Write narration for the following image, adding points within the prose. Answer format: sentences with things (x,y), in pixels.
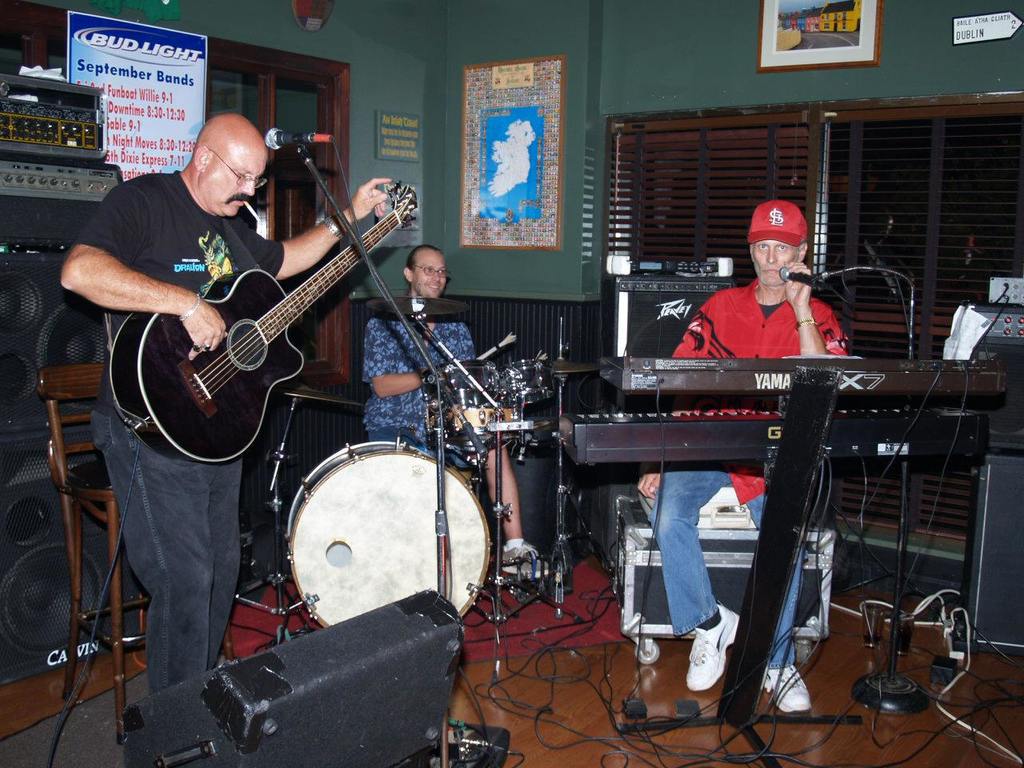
In this image, there are three persons (318,258). In the left (173,174), the person (217,619) is playing a guitar (219,354) and standing. In the middle of the image (389,421), a person (452,329) is playing a instrument (432,459) and having a smile on his face (415,281). In the right middle of the image (854,385), a person (720,299) is sitting and playing a keyboard (687,385). Both side of the wall (372,137) there is a window (938,136) and a wall (472,17) is green in color. This image is taken in a bar (613,676).
